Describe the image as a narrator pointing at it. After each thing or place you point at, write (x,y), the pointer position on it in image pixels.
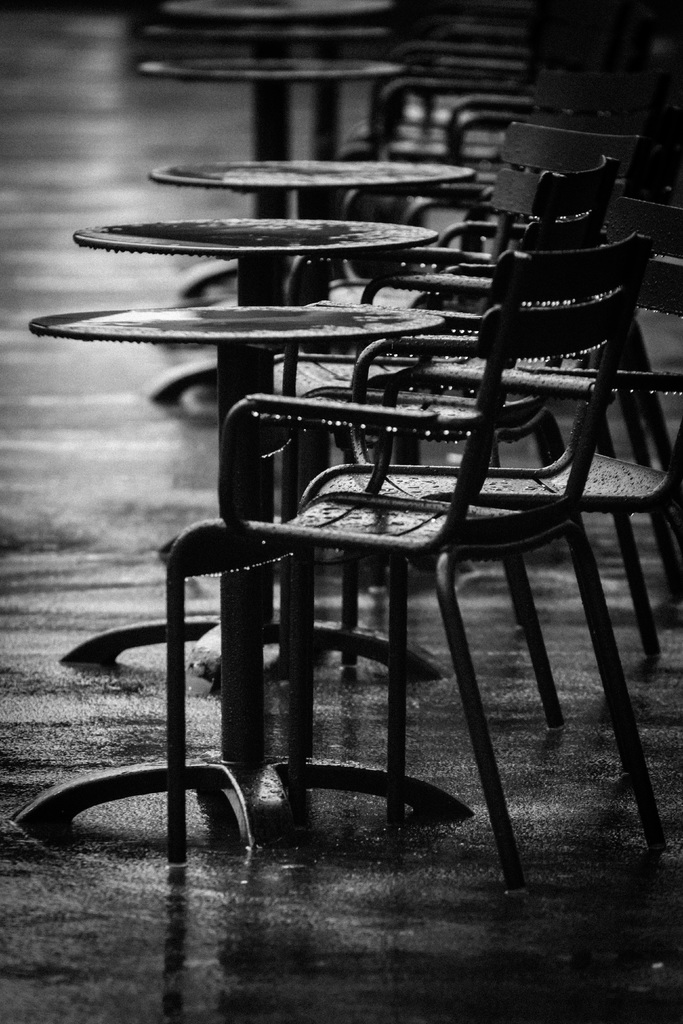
This is a black and white picture. There are tables (245,302) and chairs (509,341). On this there are water droplets (455,330).
